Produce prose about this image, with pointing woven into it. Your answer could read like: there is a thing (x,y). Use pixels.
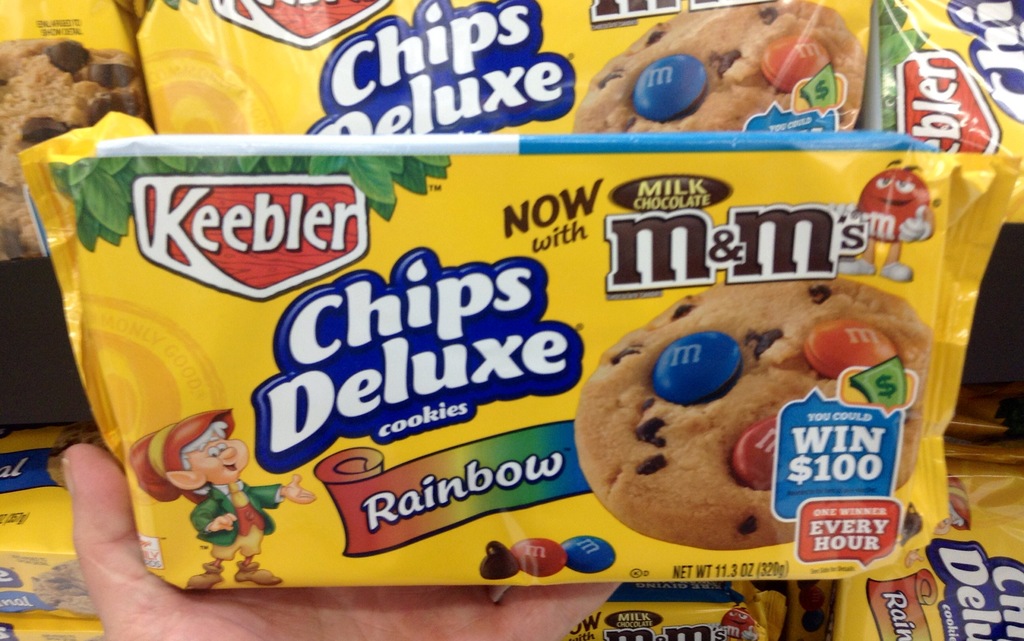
In this image there are packets (533,263) which are yellow in colour with some text (512,228) written on it. There is the hand (122,603) of the person (135,607) holding a packet (549,454).
